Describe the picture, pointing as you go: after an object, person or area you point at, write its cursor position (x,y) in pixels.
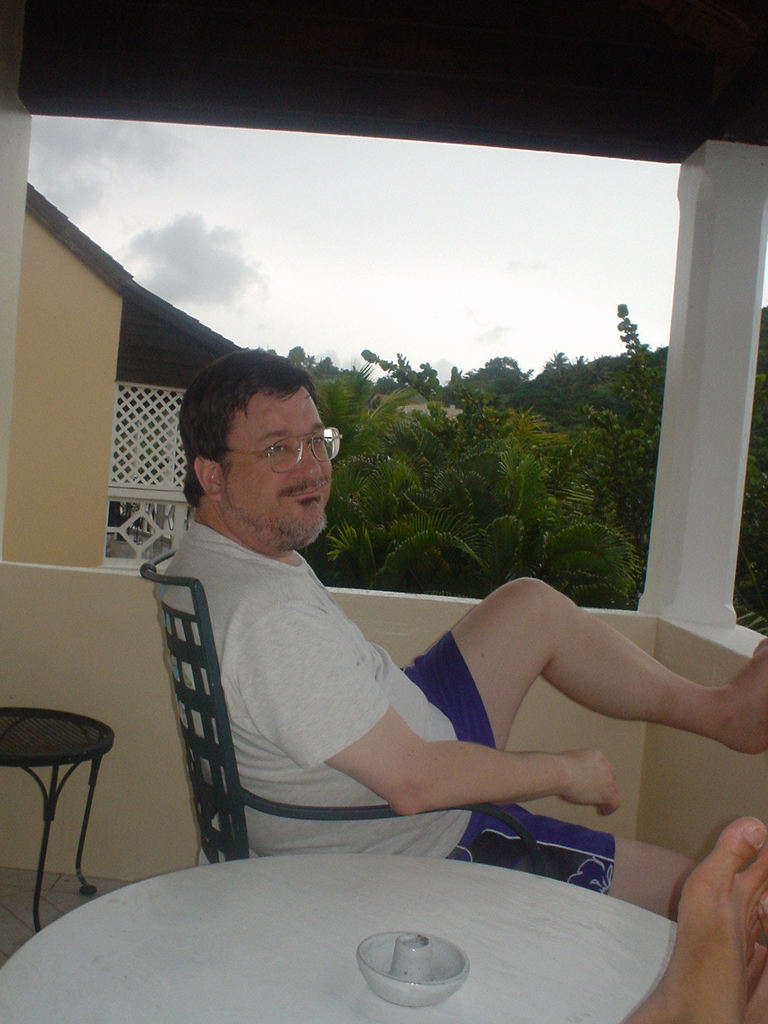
This image is clicked in the balcony (623,768). In the bottom (349,872) there is a table (349,1002) and on the right side (730,1000) corner there is a leg (723,961) of some person (737,923) and there is a side table (71,740) and a chair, the table (65,740) is on the left corner (64,729) and the chair (527,832) is in the middle of the image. There is a person (374,702) sitting in the chair (383,810) he is wearing white T-shirt (345,732) purple shorts (478,726), he also wearing specs (333,437) there is a building (186,350) in the back side (163,478), there is a sky (361,228) in the top (478,289) and trees (498,388) on the right side (582,542).
